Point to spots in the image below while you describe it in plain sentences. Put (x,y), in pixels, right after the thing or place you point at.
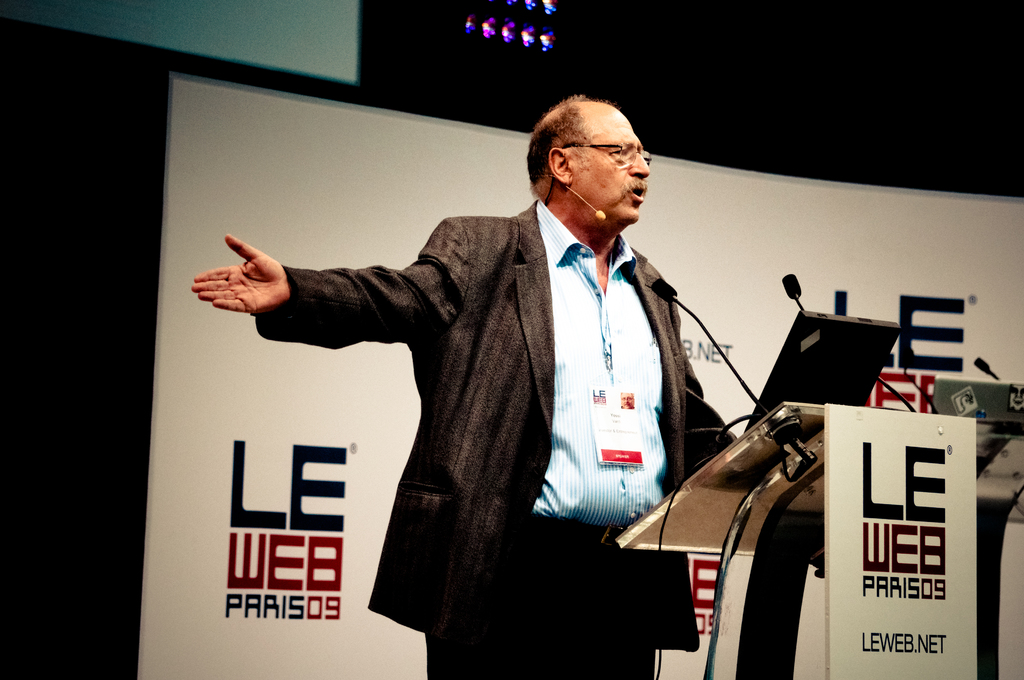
In this image I can see a man (515,423) standing facing towards the right side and speaking. In front of this man (570,568) there is a podium (766,561) on which a device (817,377) and two microphones (794,291) are placed and a board (858,507) is attached to this podium (756,461). On the board (875,546) I can see some text (912,596). In the background (250,473) there is another board (198,334). The background (96,311) is in black color. At the top of the image (467,20) there are few lights (484,25).
